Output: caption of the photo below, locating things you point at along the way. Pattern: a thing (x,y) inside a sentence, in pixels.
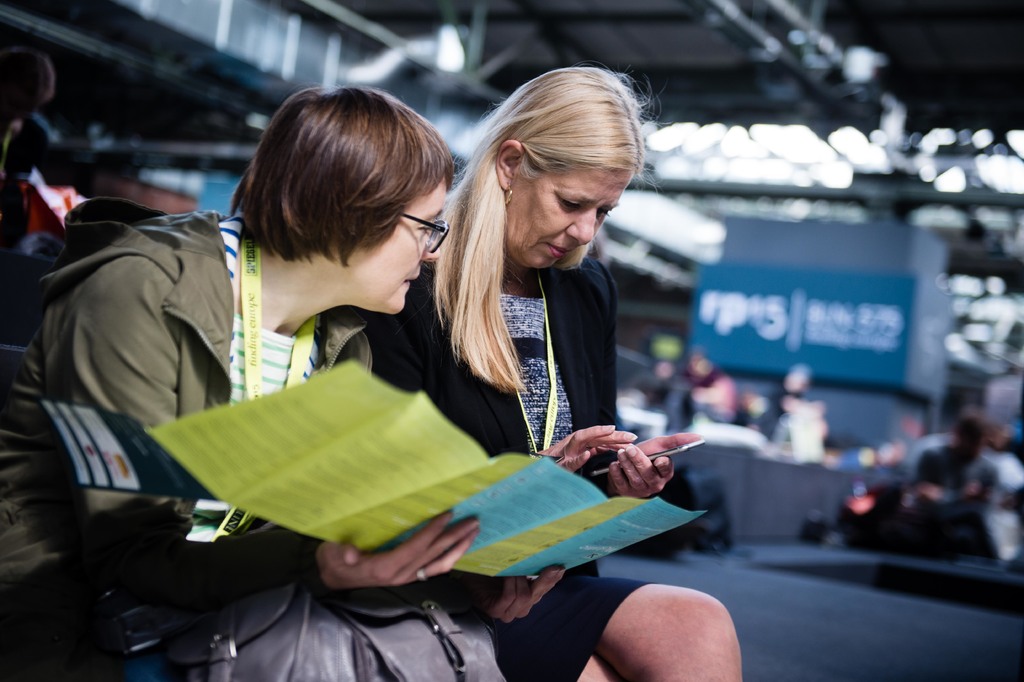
In this picture I can see there are two woman (465,410) sitting here and there is a smart phone (608,466) in this person's hand (628,467) and the other woman (242,361) is holding a paper (360,498) and in the backdrop (47,130) I can see there are some people (12,128) standing.
